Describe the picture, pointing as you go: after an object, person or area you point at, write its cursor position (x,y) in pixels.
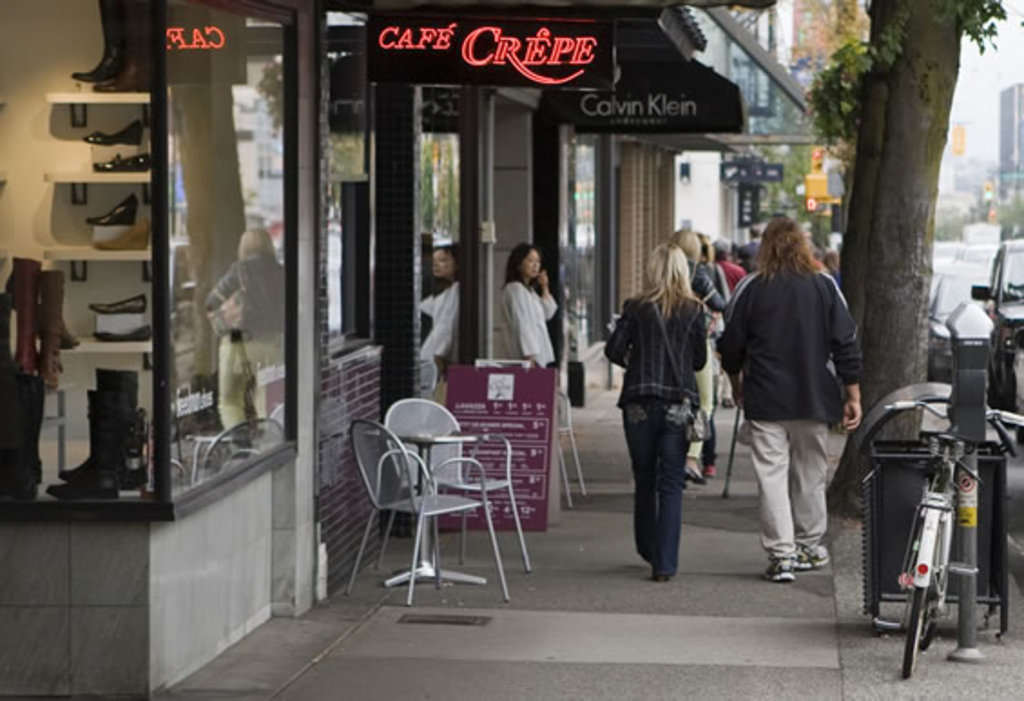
Group of people (688,239) are walking on pavement (478,649). Right side (852,290) there is a tree (860,505) and few vehicle (958,286). Bicycle (895,409) is kept to a stand (970,633). At the left side (28,341) there is a shop (190,513) having shoes (130,50) in the shelf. Outside the shop (309,534) there are two chairs (363,468) and a poster (492,391).
